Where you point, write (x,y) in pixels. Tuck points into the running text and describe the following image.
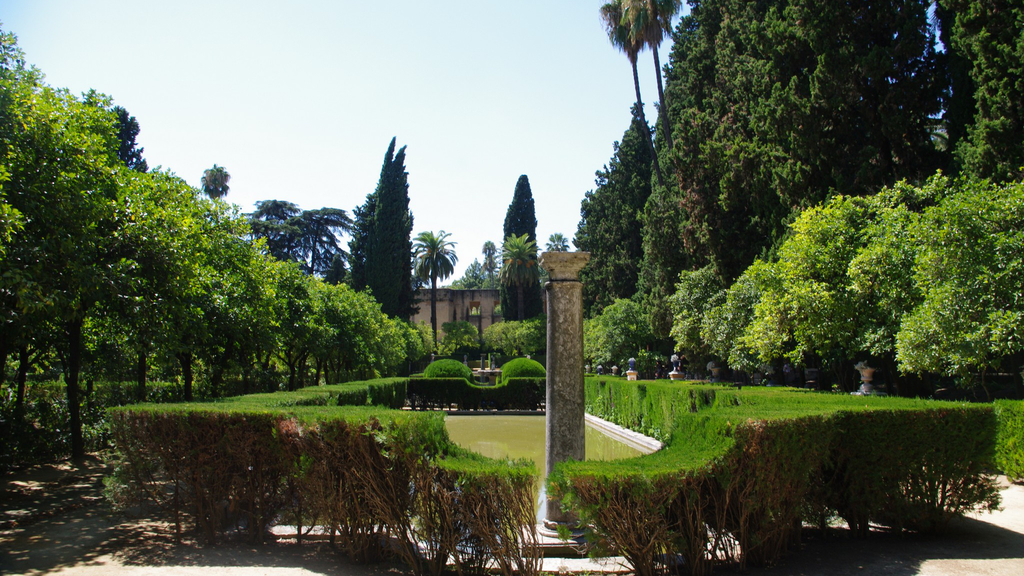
In the center of the image (424,312) we can see a building (462,305), pole (548,436), pool (515,432) which contains water (509,436). In the background of the image (1022,88) we can see the trees (1003,25), bushes (424,454), poles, lights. At the bottom of the image (974,567) we can see the ground (280,558). At the top of the image (215,59) we can see the sky (275,121).
